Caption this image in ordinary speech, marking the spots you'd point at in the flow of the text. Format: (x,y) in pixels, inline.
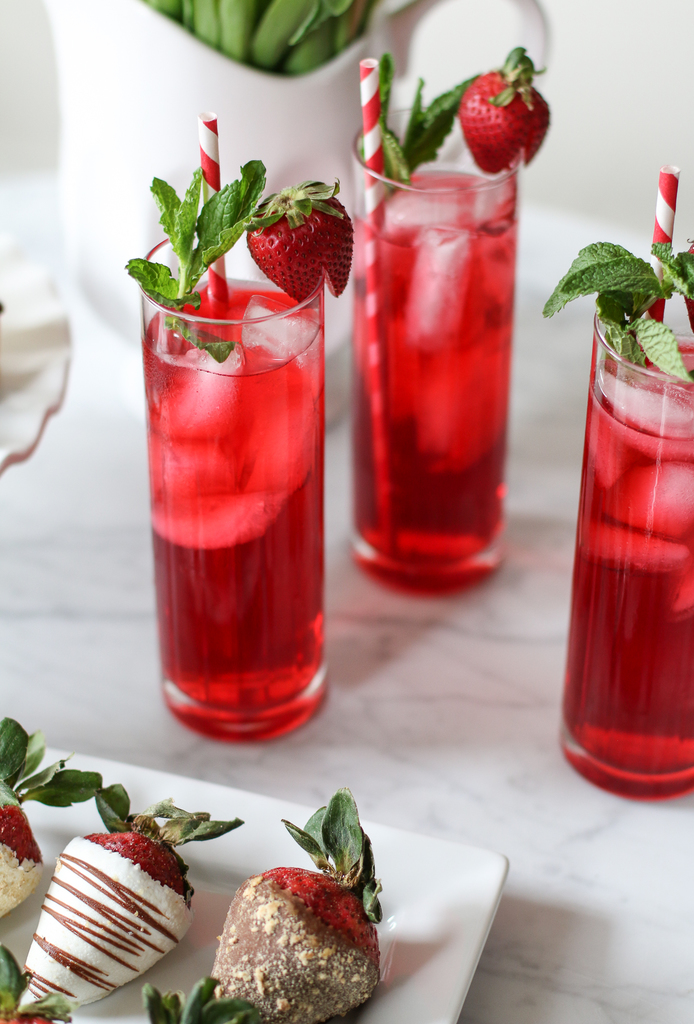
There are some objects (285,878) on the white color plate (392,878), which is on the table (645,858), on which, there are glasses (611,612) filled with juice (458,317) and there are other objects (233,70), near white wall (562,201).
